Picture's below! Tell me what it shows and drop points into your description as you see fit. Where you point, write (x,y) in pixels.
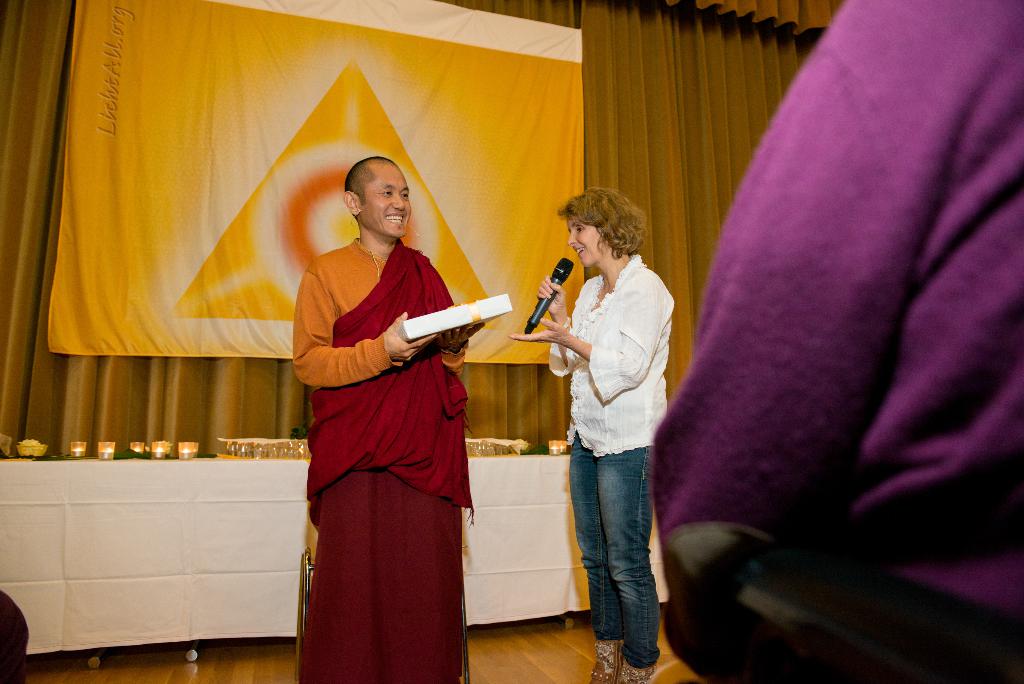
In this image we can see a woman (613,517) standing on the stage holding a mic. We can also see a person (400,478) standing beside her holding a box (438,331). On the backside (288,382) we can see a curtain (264,401), banner (266,276) and a table (178,525) containing some glasses (275,451) on it.
